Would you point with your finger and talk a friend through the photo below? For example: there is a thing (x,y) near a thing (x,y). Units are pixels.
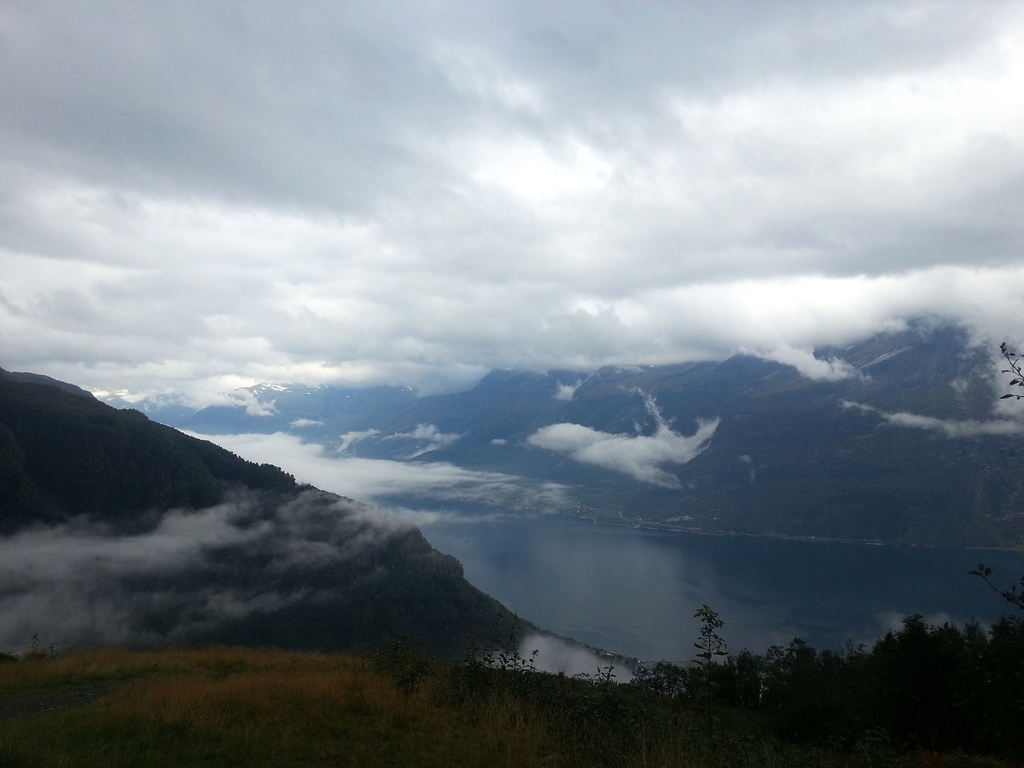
In this image there is the sky (537,232), there are clouds (526,253) in the sky (600,290), there is a river (641,557) truncated towards the right of the image (808,588), there is a mountain (42,465) truncated towards the left of the image (55,436), there are plants (490,712) truncated towards the bottom of the image (599,717).
